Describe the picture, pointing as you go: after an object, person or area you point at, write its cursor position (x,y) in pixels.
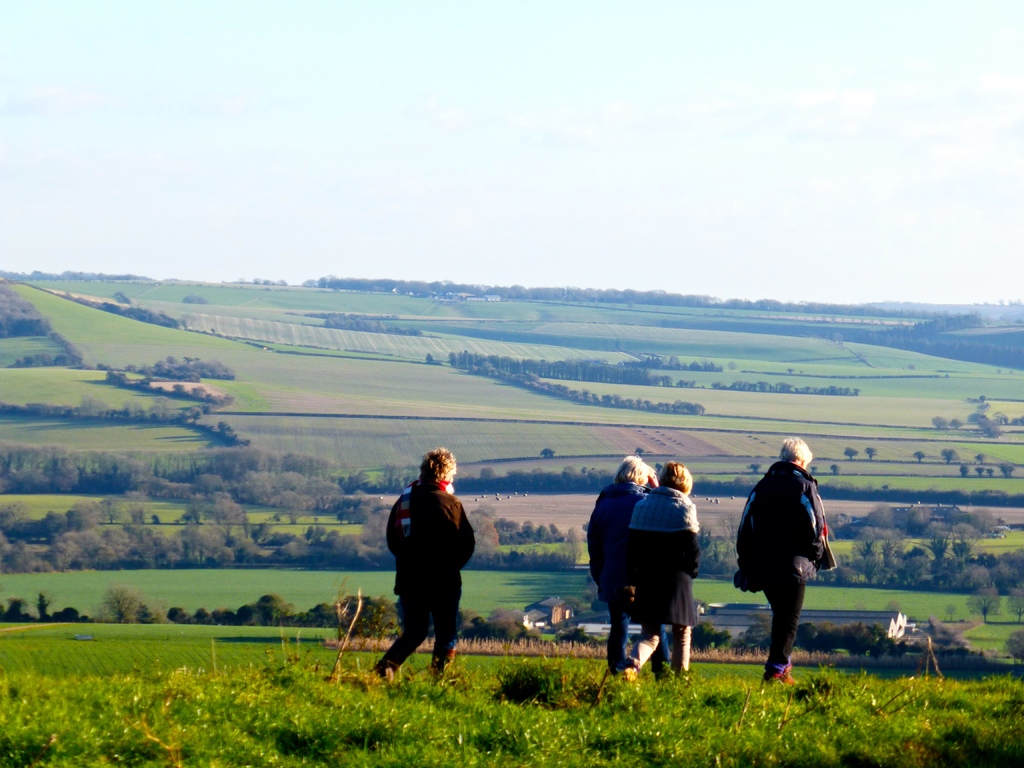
This picture shows few people (669,555) walking and they wore coats (759,581) and we see grass (253,702) on the ground (304,625) and trees (252,543) and a cloudy Sky (678,211).
